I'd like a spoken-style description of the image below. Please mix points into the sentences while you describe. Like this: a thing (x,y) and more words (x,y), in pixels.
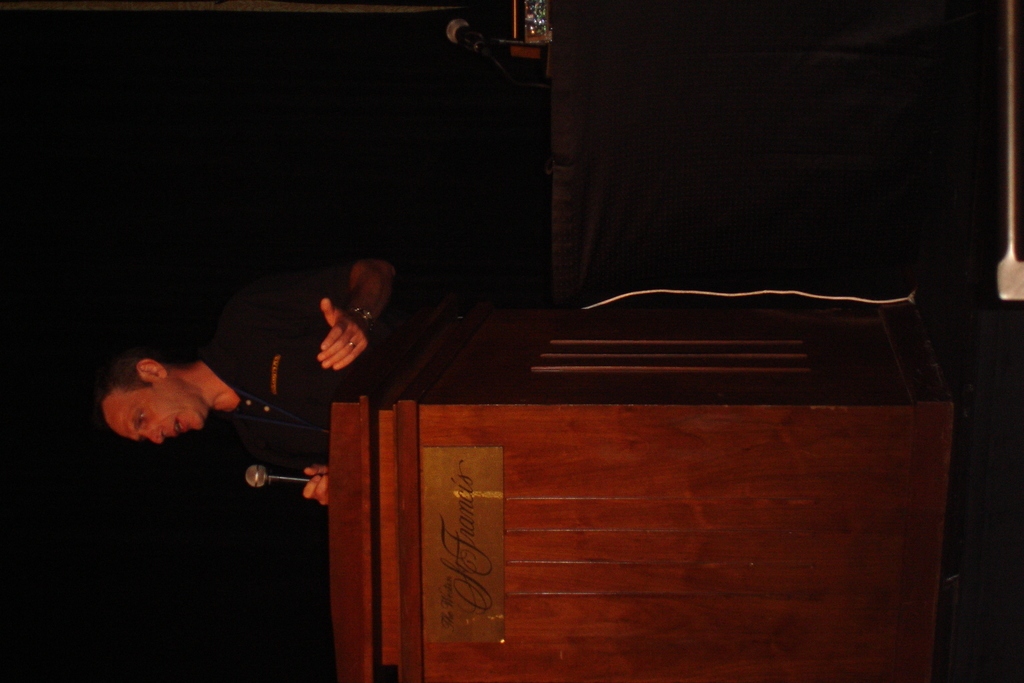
In this image there is a man (323,419) standing near the podium (460,514) and speaking with the mic (274,482).
